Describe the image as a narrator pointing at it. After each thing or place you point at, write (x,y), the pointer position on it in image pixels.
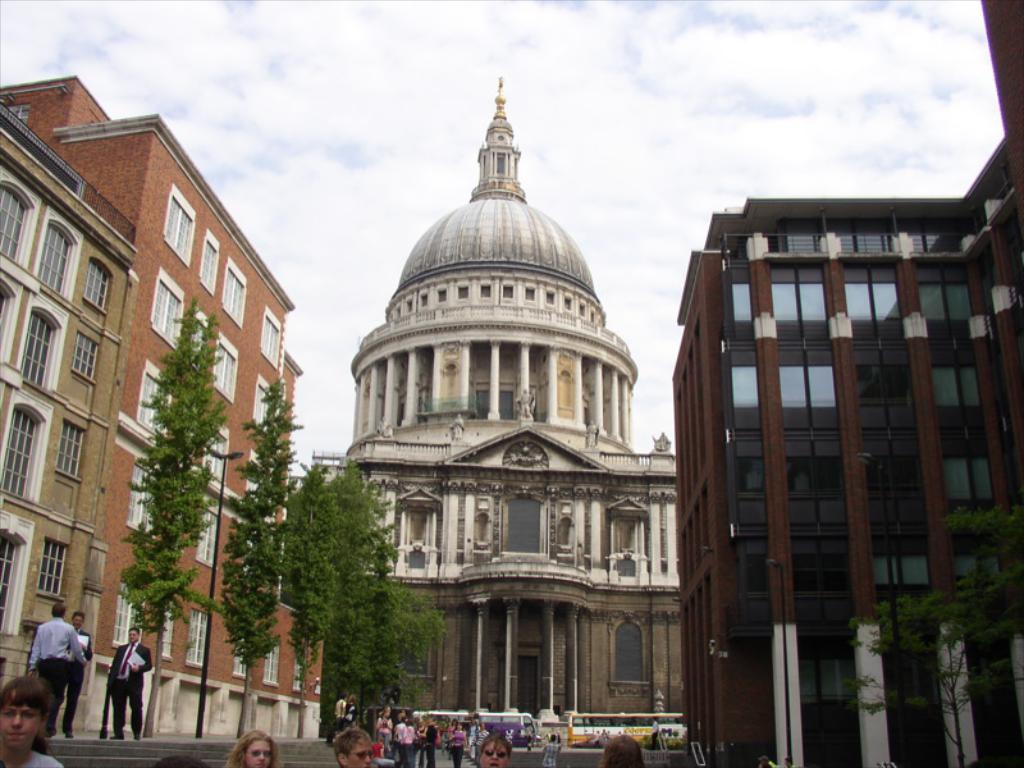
At the bottom of the image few people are standing and walking. Behind them there are some trees (376,599) and vehicles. At the top of the image (627,147) there are some buildings (21,163) and clouds (243,222) and sky (958,128).
